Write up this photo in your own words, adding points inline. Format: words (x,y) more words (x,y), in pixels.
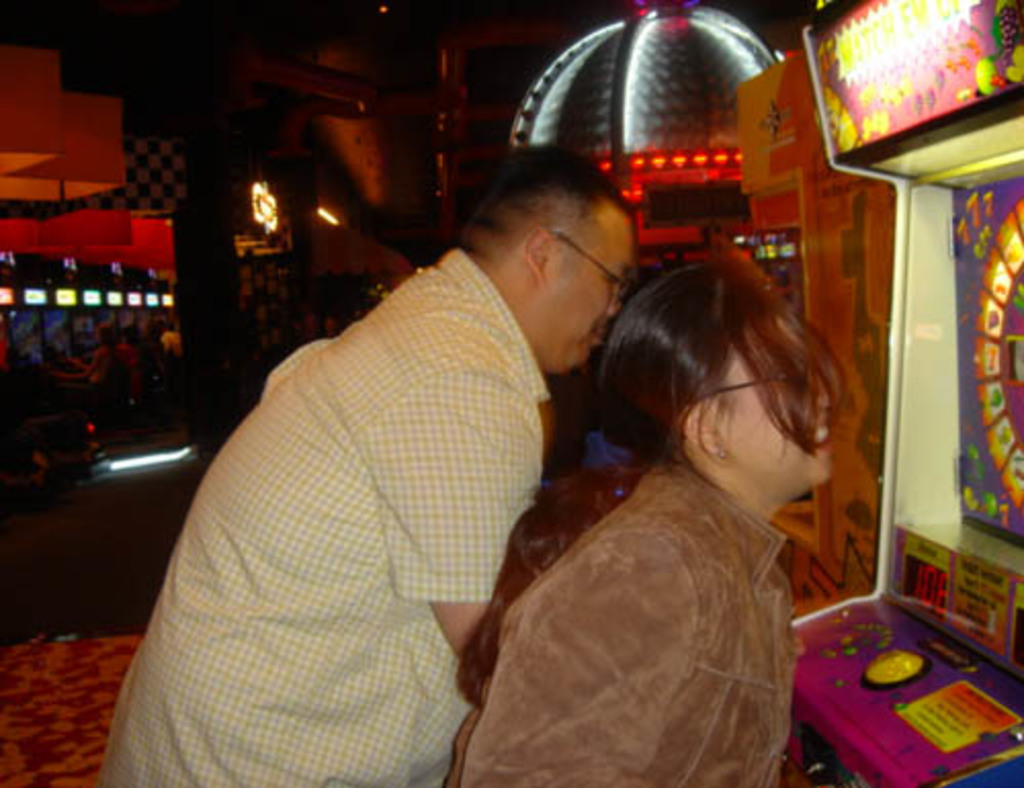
There is a man (390,393) and a woman (667,760) in the foreground area of the image (706,420), they are standing in front of a game machine (900,458). There are people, it seems like game machine (602,124) and light (61,230) in the background area (9,342).
